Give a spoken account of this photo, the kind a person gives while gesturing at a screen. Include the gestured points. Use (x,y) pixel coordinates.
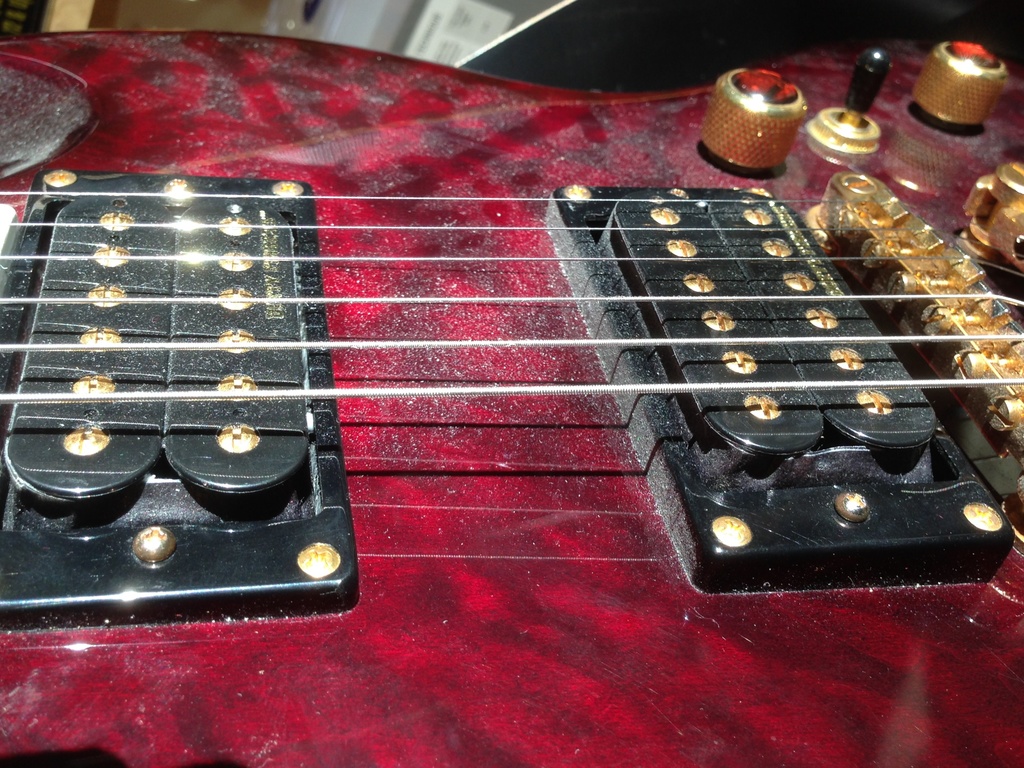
In this image I can see a part of a guitar (436,316). At the top (505,55) there are some other objects (456,27).
